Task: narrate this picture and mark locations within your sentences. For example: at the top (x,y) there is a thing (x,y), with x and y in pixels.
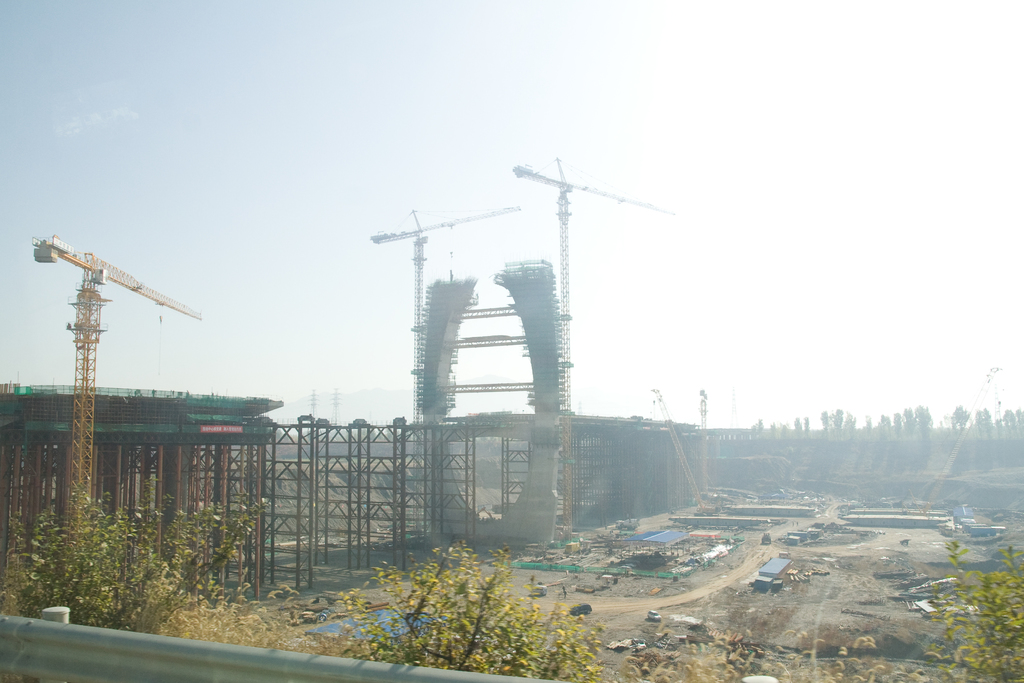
In this image we can see the construction of a structure (303,434) which looks like a bridge (550,479) and there are few crane machines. We can see some trees (75,595) and there are some vehicles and also we can see some objects (866,615) on the ground (800,559) and at the top (831,164) we can see the sky (386,84).
